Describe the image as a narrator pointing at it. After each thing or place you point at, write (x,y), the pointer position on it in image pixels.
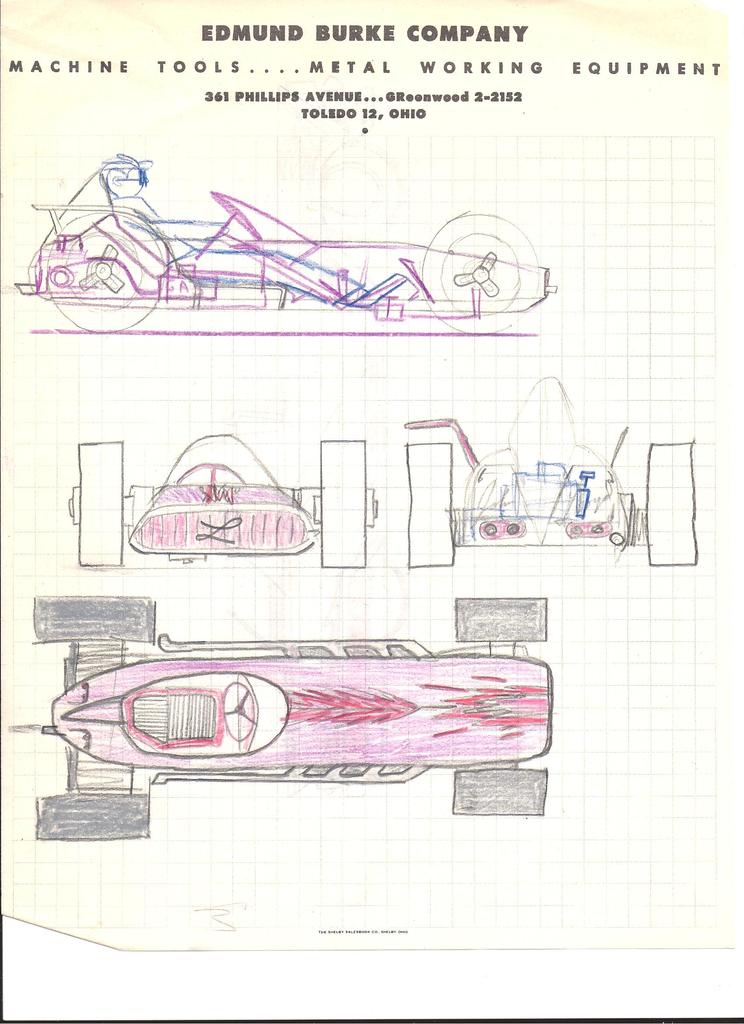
In this picture I can see the drawing (297,440). I can see the vehicles (361,471) and text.
